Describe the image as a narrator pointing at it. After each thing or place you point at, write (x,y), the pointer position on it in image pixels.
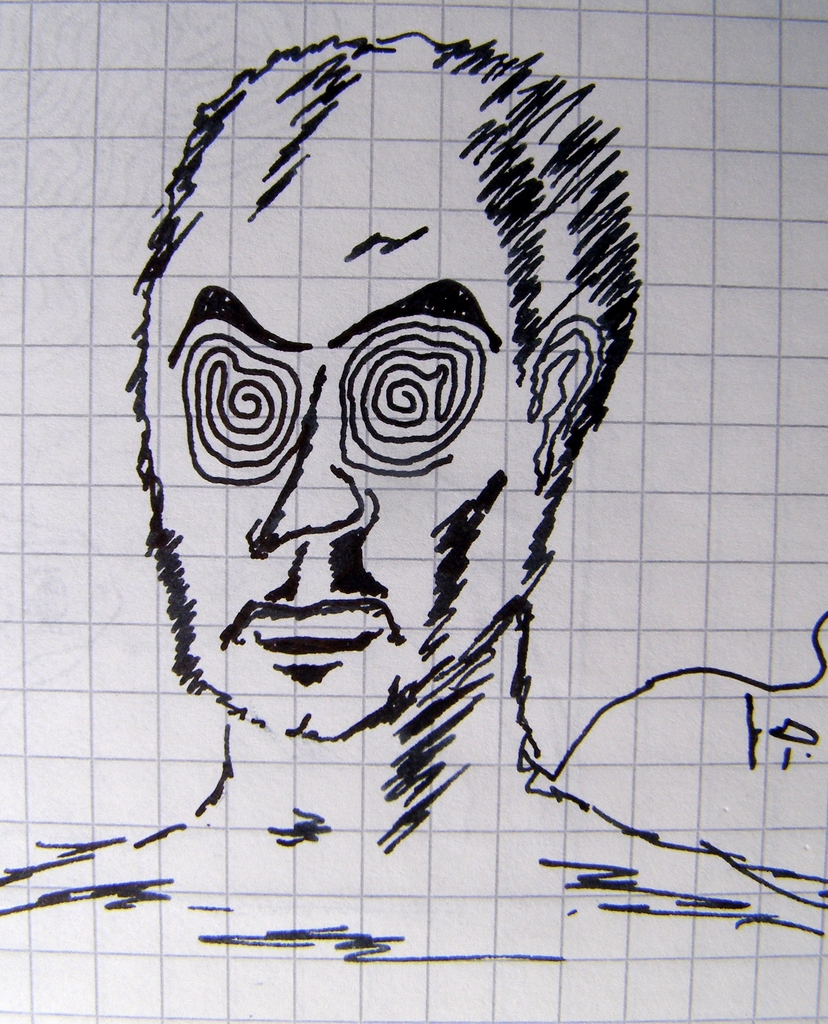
In this image I can see an art (233,271) of a person face (143,358) on the paper (708,546) and the paper (12,454) is in white color.
